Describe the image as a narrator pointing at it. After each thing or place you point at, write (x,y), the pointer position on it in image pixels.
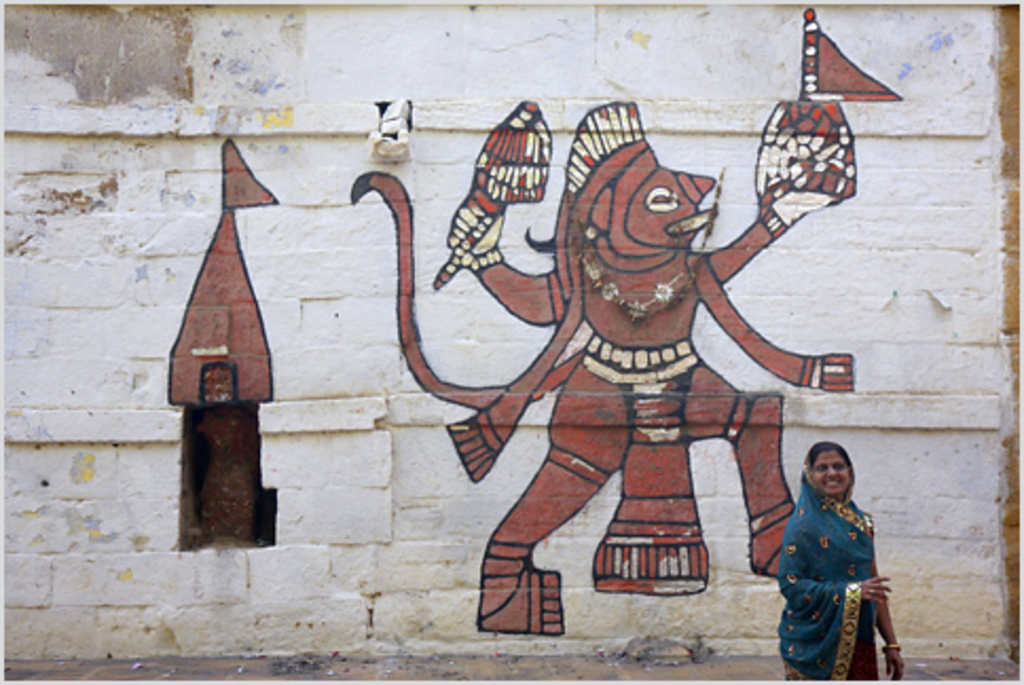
In this picture I can see the painting (397,232) on the wall (717,357). In the bottom right corner (807,594) there is a woman (827,512) who is wearing sari (831,507).
